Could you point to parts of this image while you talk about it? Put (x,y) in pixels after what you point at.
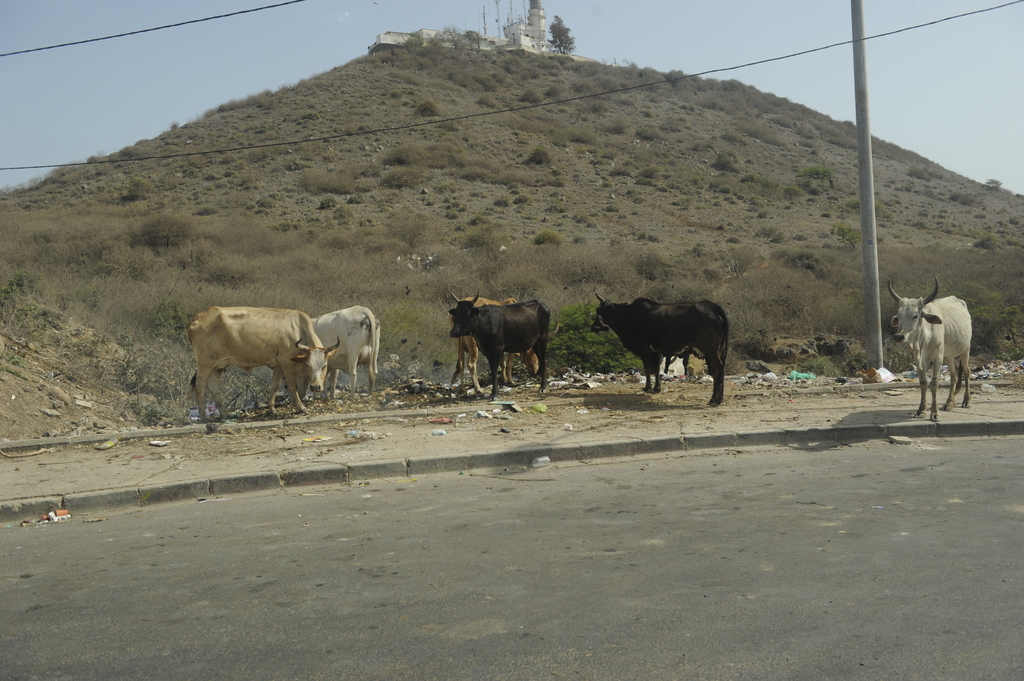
In this picture we can see cows (325,348) were standing near to the road (602,464). On the right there is a pole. In the back (662,143) we can see mountain (520,98). On the top of the mountain (519,77) we can see building (522,47) and trees (564,42). On the top right (717,34) there is a sky (689,28).
